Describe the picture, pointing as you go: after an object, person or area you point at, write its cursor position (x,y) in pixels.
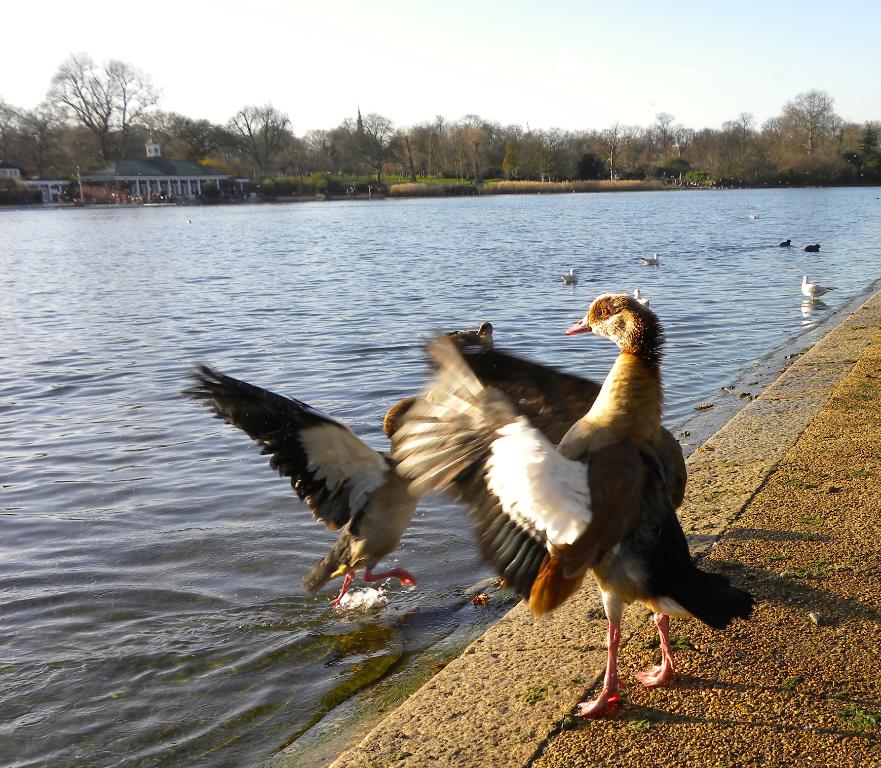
In this image there are few birds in the water (681,272). In the middle (563,511) there is a bird (538,555) standing on the floor (584,627). In front of it there is a bird (379,489) which is jumping out from the water (314,553). In the background (454,147) there are trees (500,153). On the left side (89,174) top there is a house (139,178). At the top (509,50) there is the sky (537,43).
